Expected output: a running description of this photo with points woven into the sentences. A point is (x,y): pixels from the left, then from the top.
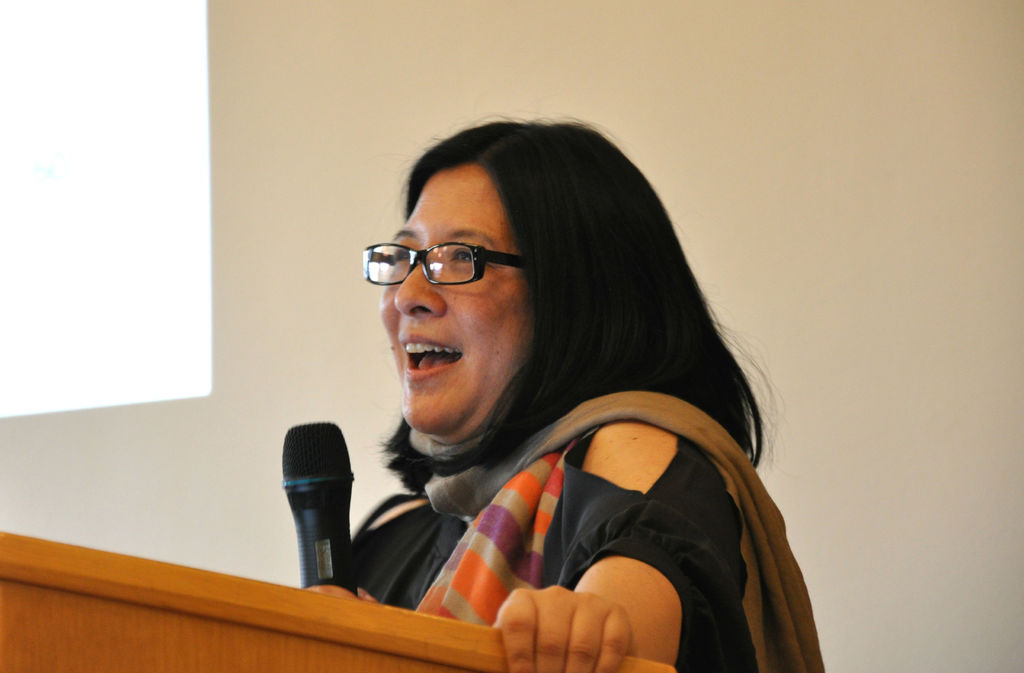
In this image there is a woman (461,478) standing in the center (461,445) and speaking and smiling holding a mic (335,551) in her hand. In the front (283,636) there is a wooden stand (329,649).
